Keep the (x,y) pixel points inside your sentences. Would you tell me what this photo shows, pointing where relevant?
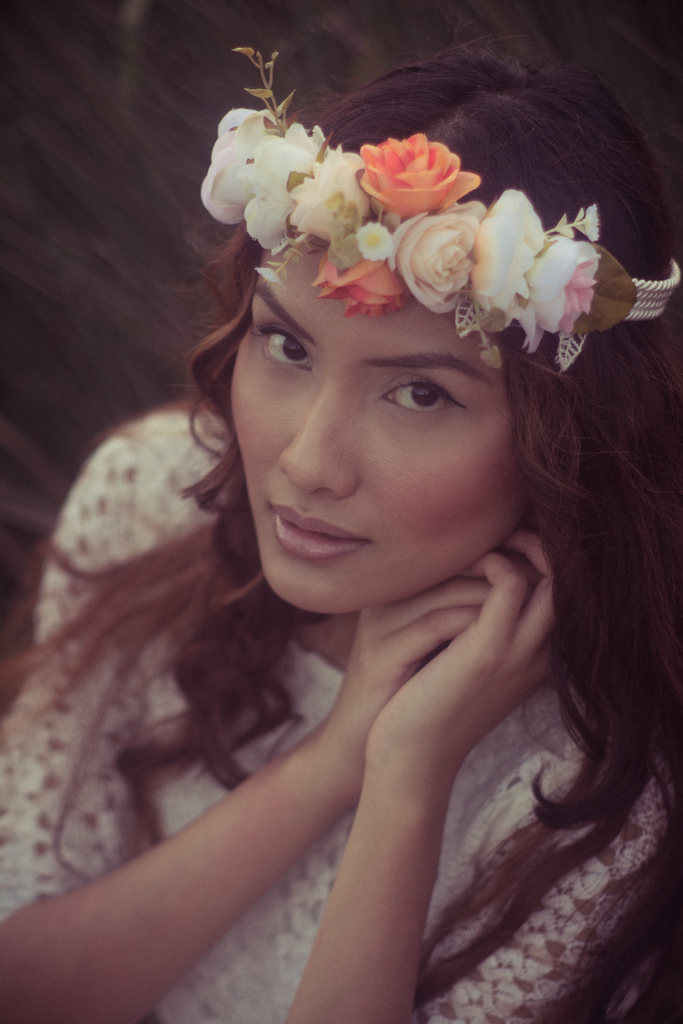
In this image, we can see a lady (257,665) who is wearing a white dress (122,526) and she is also wearing a flower crown (408,266).
